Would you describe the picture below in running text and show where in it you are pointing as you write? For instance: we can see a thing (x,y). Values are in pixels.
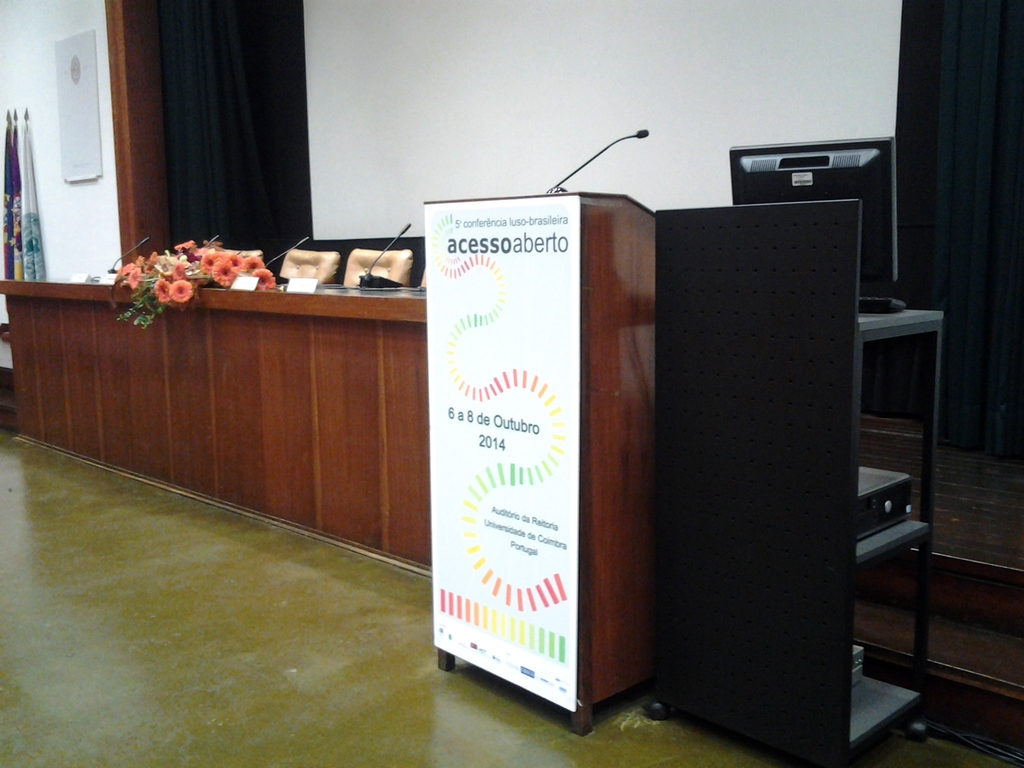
In this image in the front (548,428) there is a podium (549,368) with some text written on it and on the podium (500,378) there is a mic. In the center (344,312) there is a table (210,314), on the table (119,288) there are flowers (158,262), mics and there are white colour objects (257,281). In the front (846,375) on the right side (846,379) there is a stand (810,471) which is black in colour and there is a monitor (864,239) and there is a CPU (878,503) in the background (236,112) there are curtains (961,123) and there are flags (21,187) and there is an object (82,128) hanging on the wall (49,150) which is white in colour.
